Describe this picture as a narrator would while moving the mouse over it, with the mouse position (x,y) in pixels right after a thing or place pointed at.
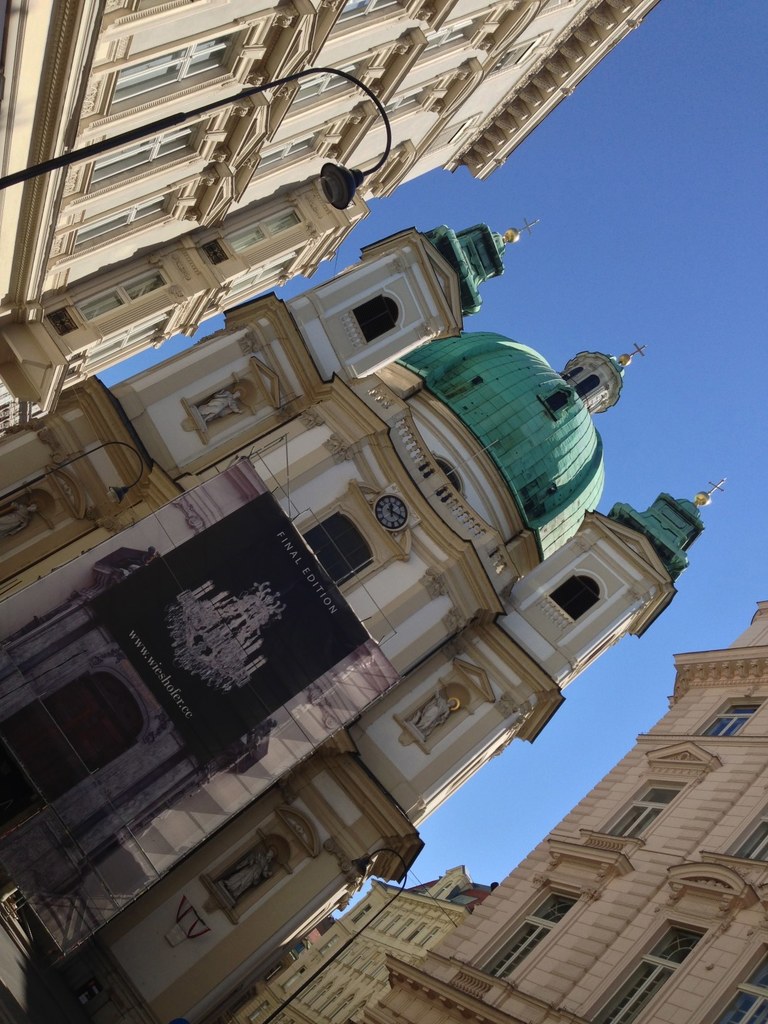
In the image there are buildings (697,848) with walls (261,447), windows (408,110), pillars (424,643). On the buildings (418,755) there are sculptures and also there is a clock (397,504). On the left side of the image (14,175) there is a pole (64,160) with lamp (356,184). In the top right corner of the image (685,198) there is a sky (706,532).
